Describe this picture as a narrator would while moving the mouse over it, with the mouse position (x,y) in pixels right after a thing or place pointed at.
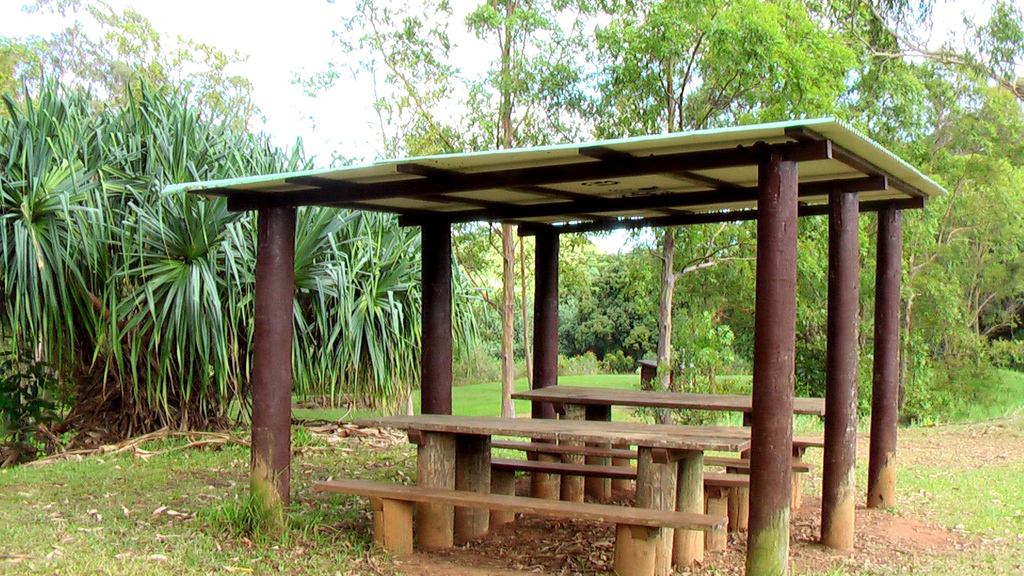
In this image we can see pergola (265,392) with wooden benches (384,484). Here we can see the grass (167,520), dry leaves (334,438), trees (4,149) and the sky (360,155) in the background (321,29).
